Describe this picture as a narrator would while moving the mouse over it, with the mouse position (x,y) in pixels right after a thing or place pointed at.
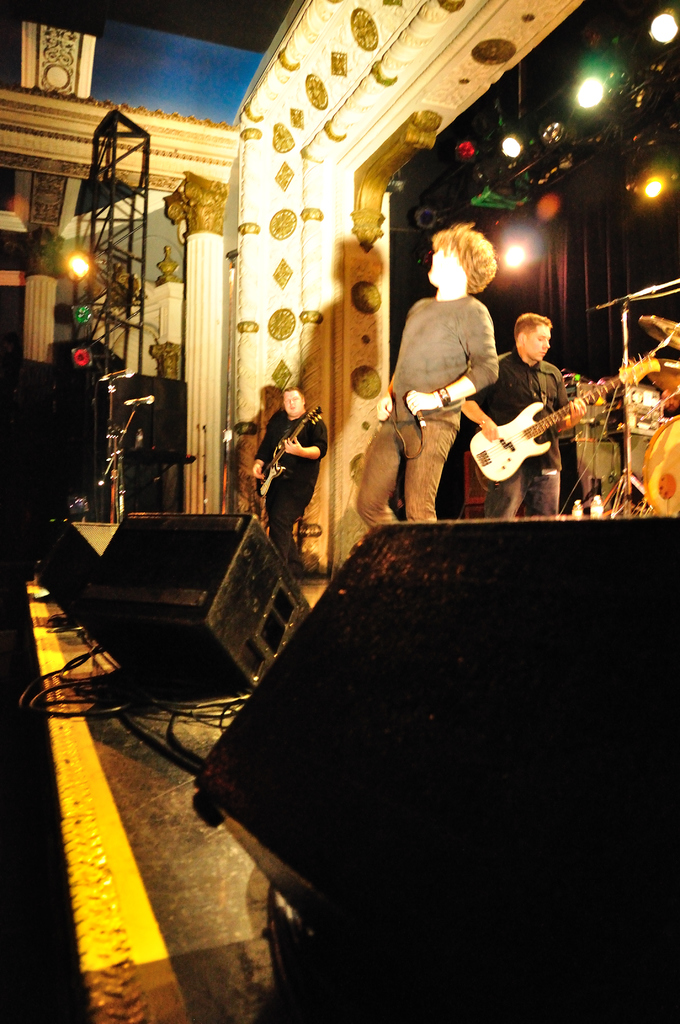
On the stage (86,856) there are few men (430,423) standing and playing guitar (281,450). And the men (424,382) in the middle (431,391) is holding mic (417,413) in his hand (437,397) and standing. There are some speakers (197,679) on the stage (165,802). To the left side (44,303) there is a pillar (196,304). And some lights (589,104).
